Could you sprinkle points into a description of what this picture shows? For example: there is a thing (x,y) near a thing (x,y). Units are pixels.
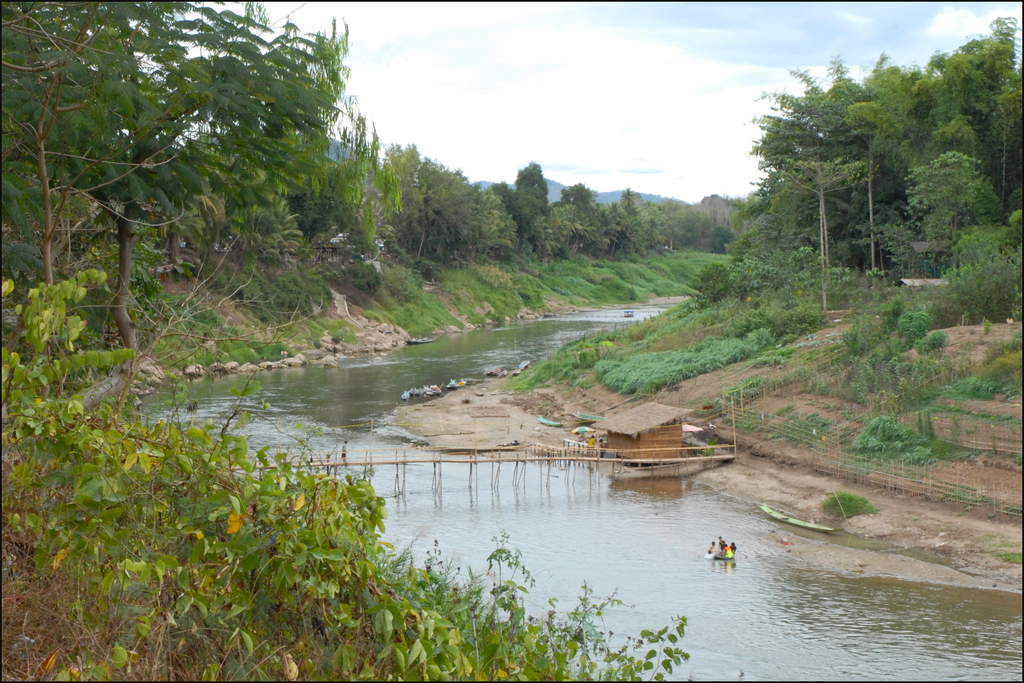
In the foreground (236,592) we can see small plants (409,572). Here we can see the river (545,324). Here we can see the wooden bridge (545,460) and here we can see a person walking on the bridge (427,461). Here we can see a few people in the water (744,541) and they are on the right side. Here we can see a hut (670,426) on the side of the river (524,487). Here we can see the trees (636,225) on the left side (178,201) and the right side (918,73). This is a sky (660,78) with clouds (655,98).
